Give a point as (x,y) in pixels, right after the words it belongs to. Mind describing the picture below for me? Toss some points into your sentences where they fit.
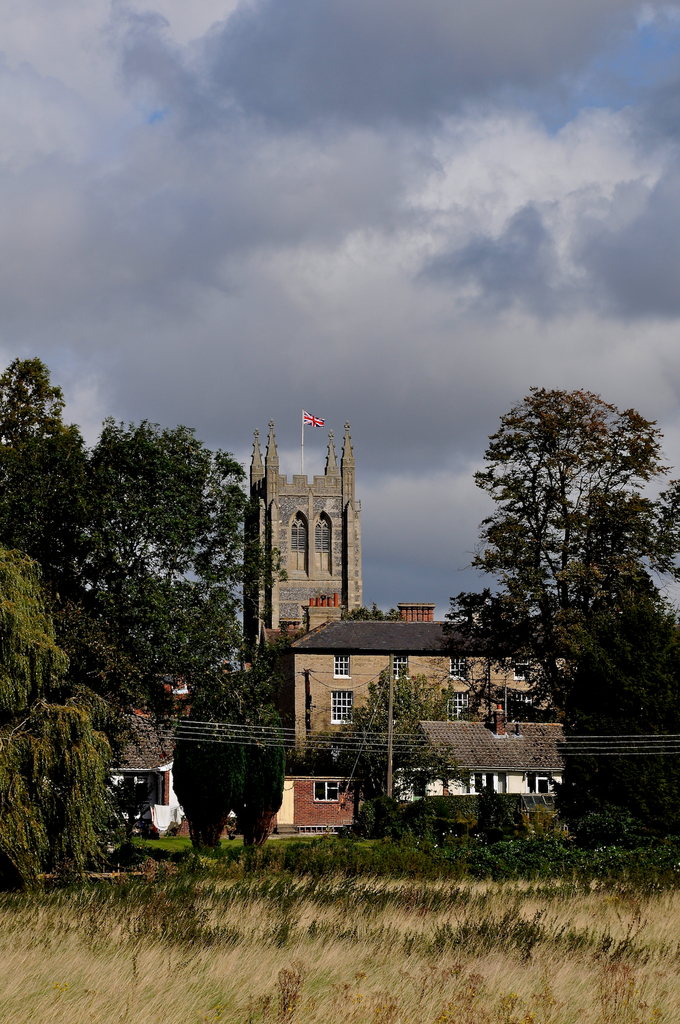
This is an outside view. At the bottom of the image (295,959) I can see the grass (258,959). In the background (313,735) there are some buildings (282,629) and trees (251,585). On the top of the building (310,498) there is a flag (312,423) which is red color. On the top of the image (325,120) I can see the sky (342,133) and clouds (281,94). In the background (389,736) I can see a pole (392,733) along with the wires (384,739).
